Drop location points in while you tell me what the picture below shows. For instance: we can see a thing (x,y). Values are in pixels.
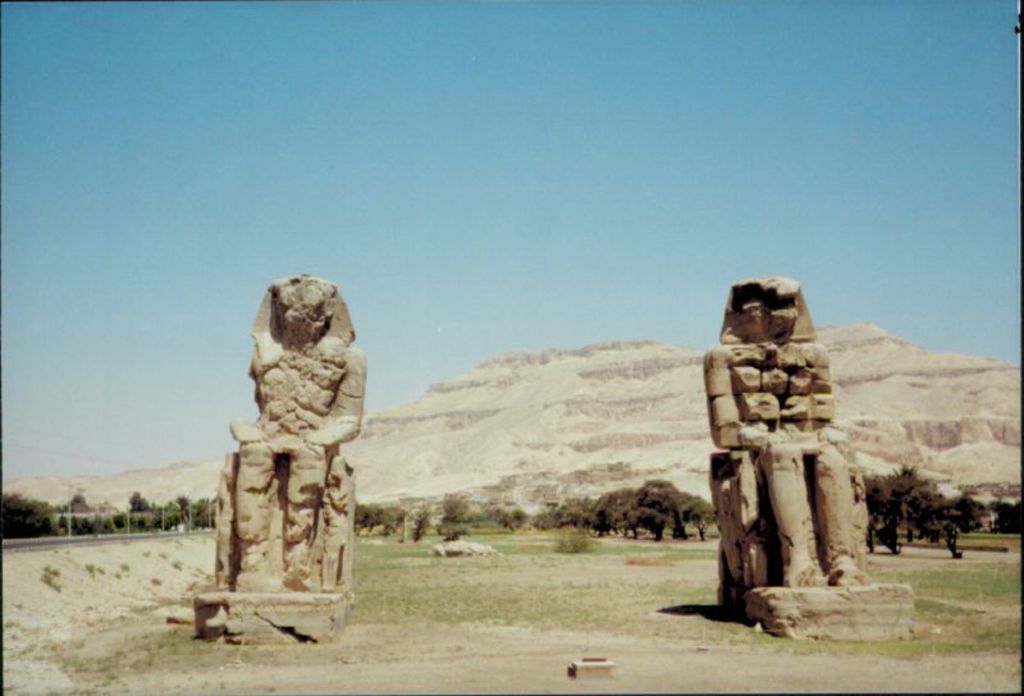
In this image I see 2 statues (715,375) and I see the ground (382,572). In the background (70,503) I see number of trees (27,506), mountains (704,458) and the clear sky (499,149).
